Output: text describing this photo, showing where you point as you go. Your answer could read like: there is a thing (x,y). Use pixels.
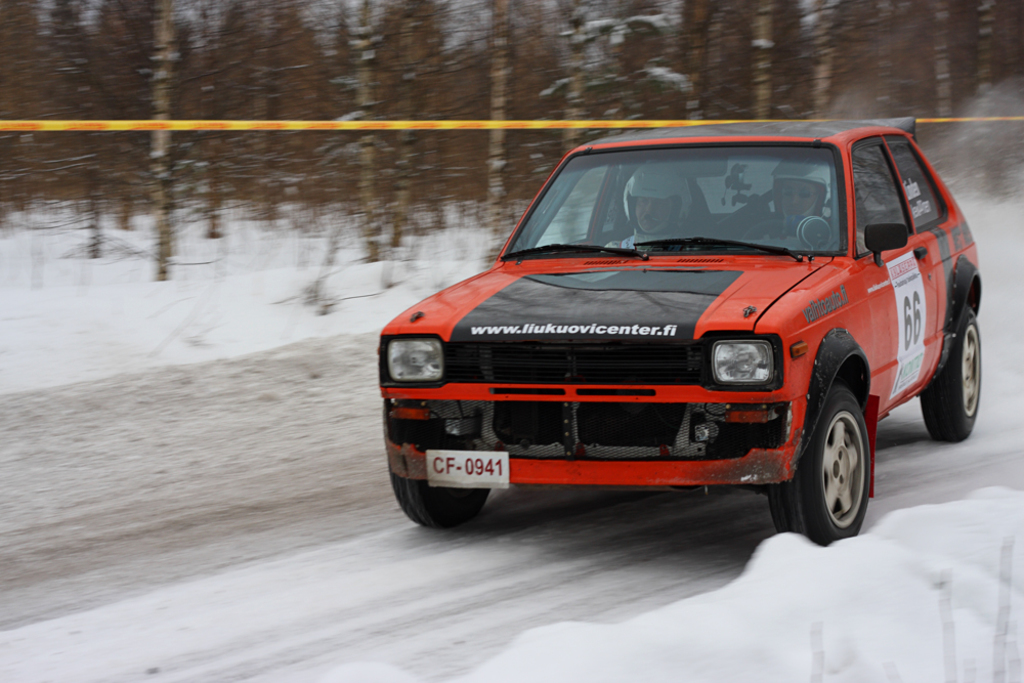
In the foreground (214,435) I can see a car (935,174) on the road (495,539). In the background (104,147) I can see trees (106,133) and ice (80,286). This image is taken may be during a day.
